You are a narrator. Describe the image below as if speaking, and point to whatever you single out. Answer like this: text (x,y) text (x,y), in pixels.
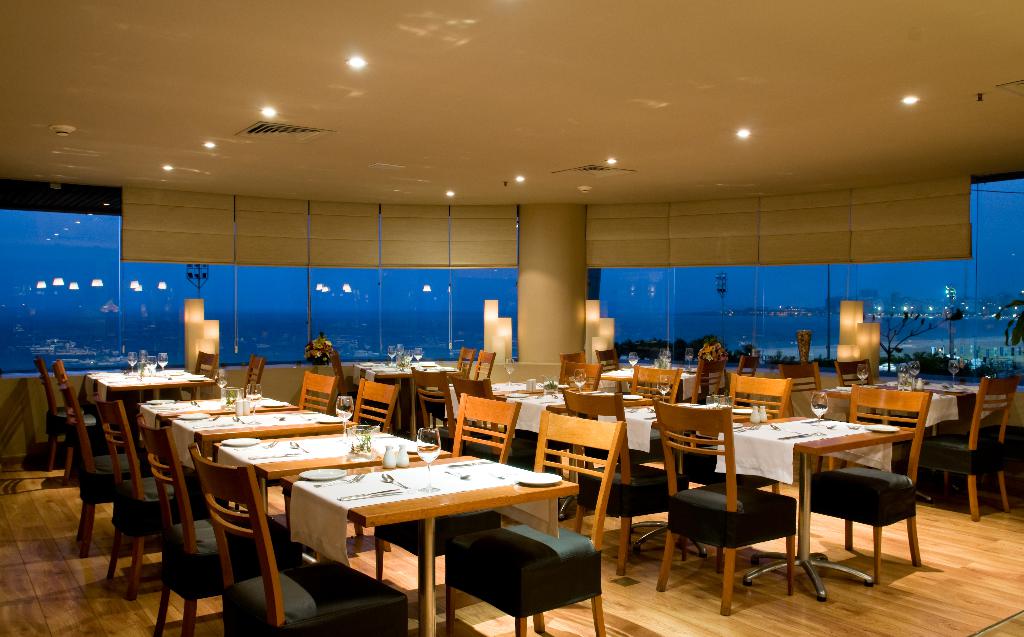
There are chairs (462,436) arranged on both sides of the tables (377,450) on which, there are some objects (419,432). Above them, there are lights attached to the roof (688,111). In the background (704,297), there are glass windows (45,221) and there is a pillar (567,282).
